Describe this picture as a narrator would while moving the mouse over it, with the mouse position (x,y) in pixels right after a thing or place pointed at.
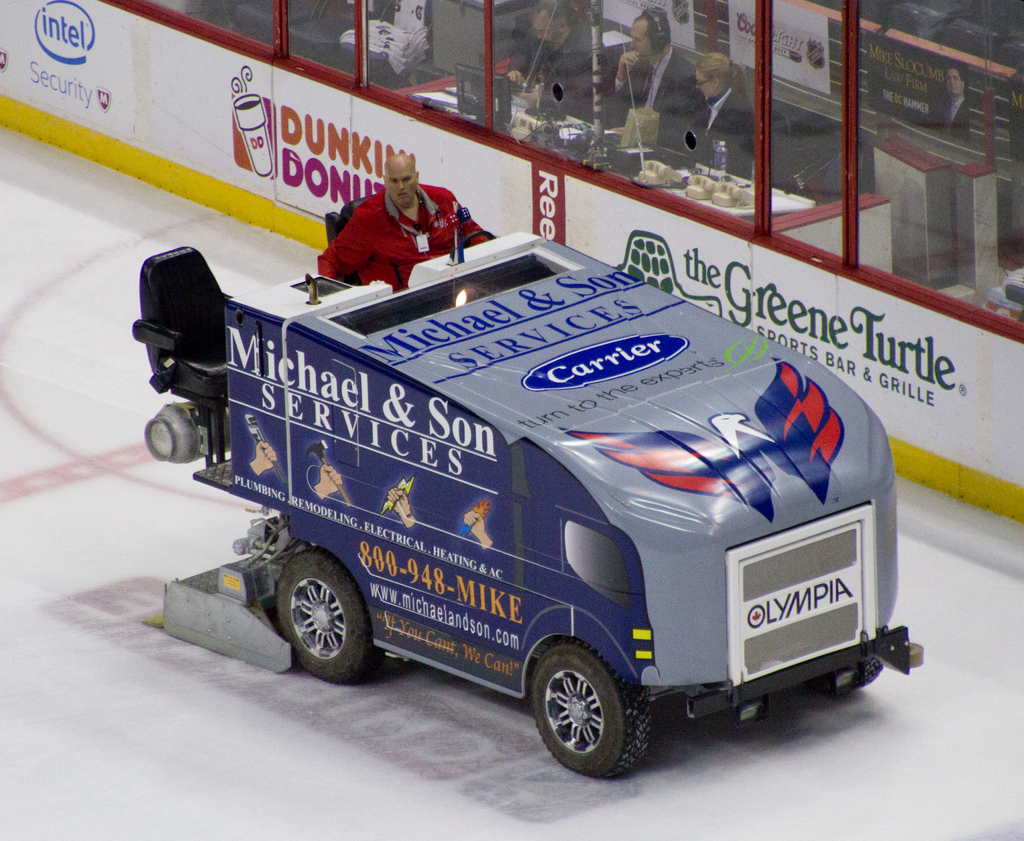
In this image in the center (617,284) there is one vehicle (484,267), and in that vehicle (414,311) there is one person (416,257) who is sitting. And in the background (621,132) there is a board (203,122) and glass window (834,159), through the window (620,74) we could see some people (649,99) sitting and there are some tables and some other objects (821,69). At the bottom (76,753) there is a floor (60,289).
